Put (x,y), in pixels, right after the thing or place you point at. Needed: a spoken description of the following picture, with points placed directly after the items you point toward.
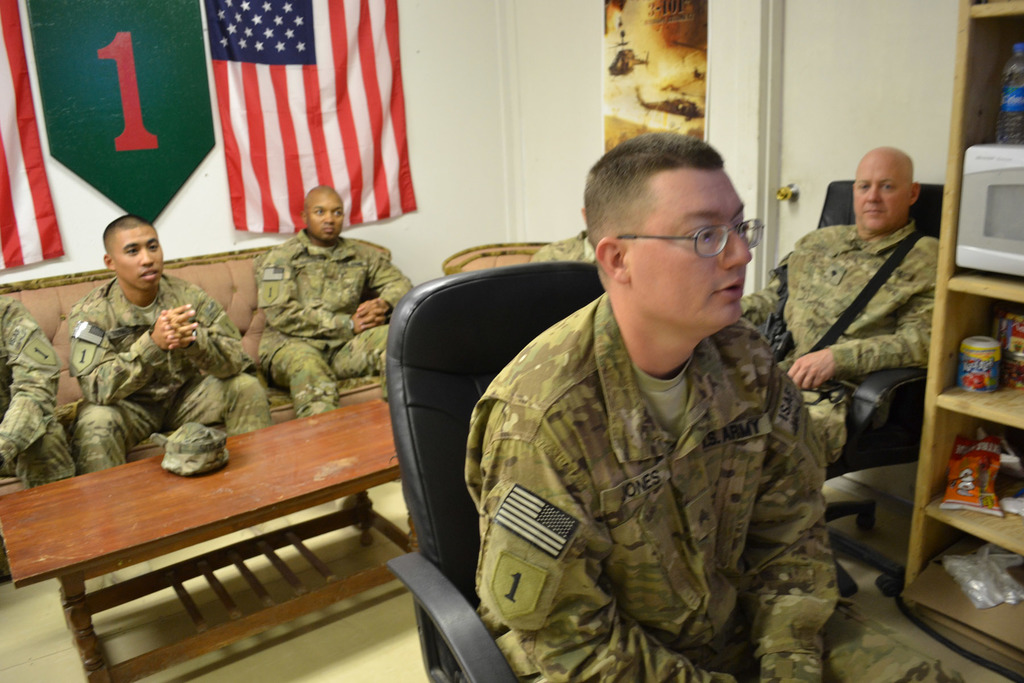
In this image three persons (284,272) are sitting in sofa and three persons (830,549) are sitting on the chairs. At the left side (223,480) there is a table (216,496) having cap (218,463) on it. At the left top corner (263,206) there are flags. In middle of image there is a poster (688,23) attached to the wall (557,4). At the right side (1018,525) there is a rack (1020,543) having boxes (978,383), bottle (1015,51) and few items (1010,322) in it.
